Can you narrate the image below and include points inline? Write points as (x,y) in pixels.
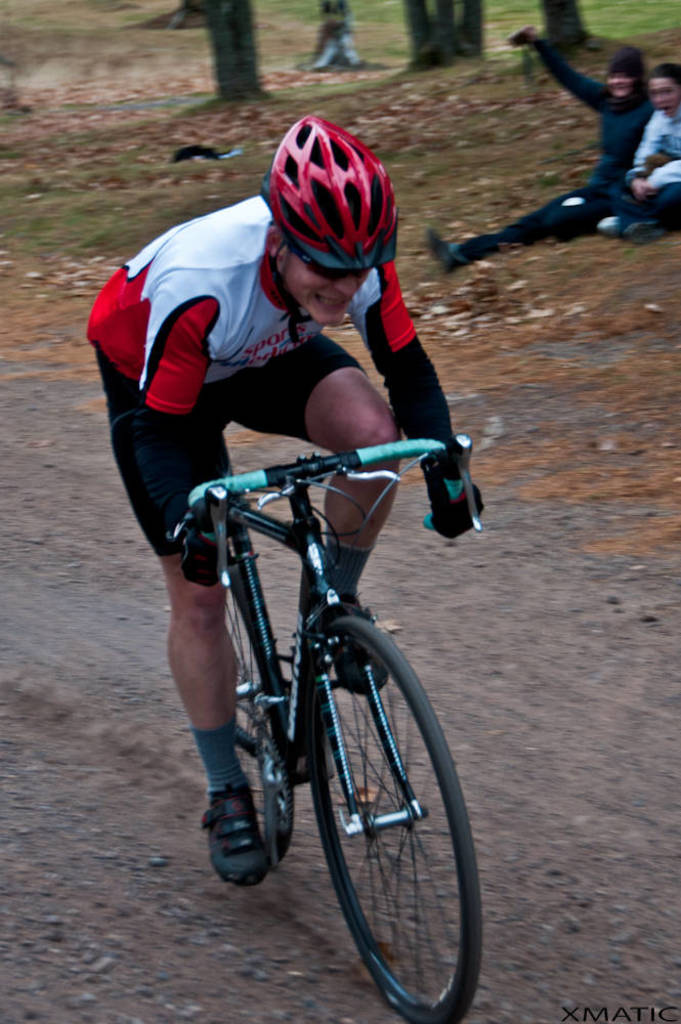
There is a man (186,297) who is riding the bicycle (371,694). At the background (492,240) I can see two persons (622,220) sitting.
